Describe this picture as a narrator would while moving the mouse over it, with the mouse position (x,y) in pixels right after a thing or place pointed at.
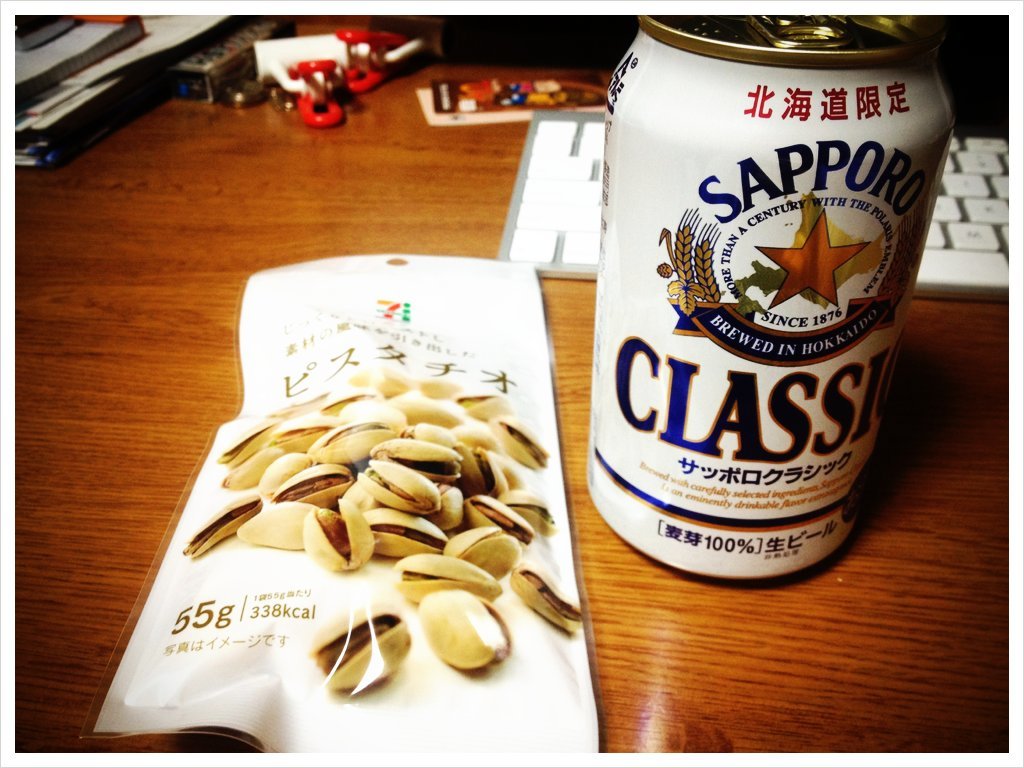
We can see packet (460,464), tin (681,436), keyboard (504,239) and few objects (366,75) on the wooden platform (332,207).
